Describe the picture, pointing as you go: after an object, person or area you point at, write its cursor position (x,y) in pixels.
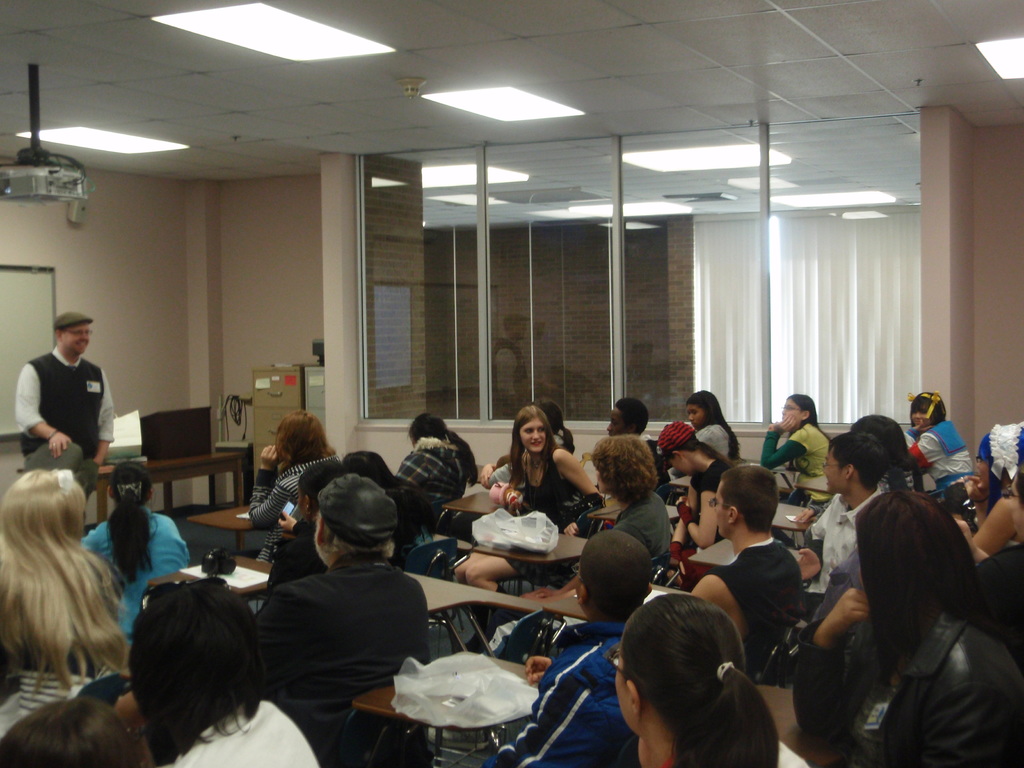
In this image there are a group of people (524,461) who are sitting on chairs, and there are some tables (161,577). On the tables (512,663) there are some papers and some plastic covers (461,664), and on the left side (72,404) there is one person (92,420) who is standing beside him there is a table (104,479) cupboard (267,397) and some objects (206,430). In the background (119,271) there is a wall (52,255), on the wall (64,308) there is one board (45,325) and there are some glass windows (588,266) and curtains (732,321), at the top (437,91) there is ceiling (460,71) and some lights (200,18) and on the left side (59,161) there is projector (73,174).
